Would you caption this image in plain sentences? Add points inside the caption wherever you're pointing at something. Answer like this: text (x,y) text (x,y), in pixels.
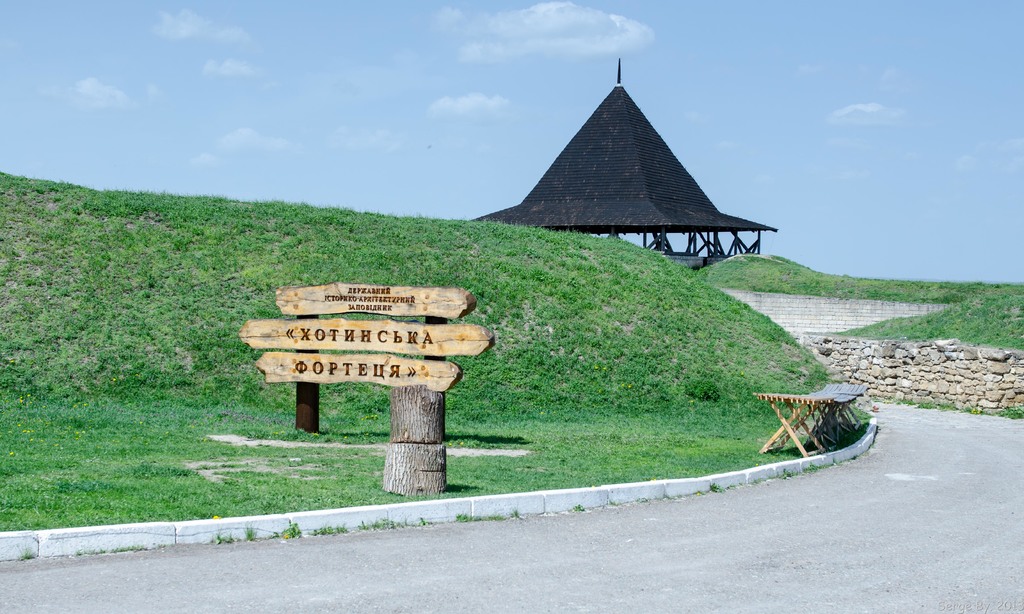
This picture is clicked outside the city. In the middle of the picture (430,349), we see a board (392,375) with some text (314,373) written on it and beside that, we see a wood (406,409) and we even see grass (148,492). At the bottom of the picture (639,532), we see the road (826,552) and beside that, we see a wooden bench (802,446) and rocks (919,396). In the background (663,170), we see a shed (550,217) which looks like a pyramid and at the top of the picture (450,73), we see the sky (784,193).
